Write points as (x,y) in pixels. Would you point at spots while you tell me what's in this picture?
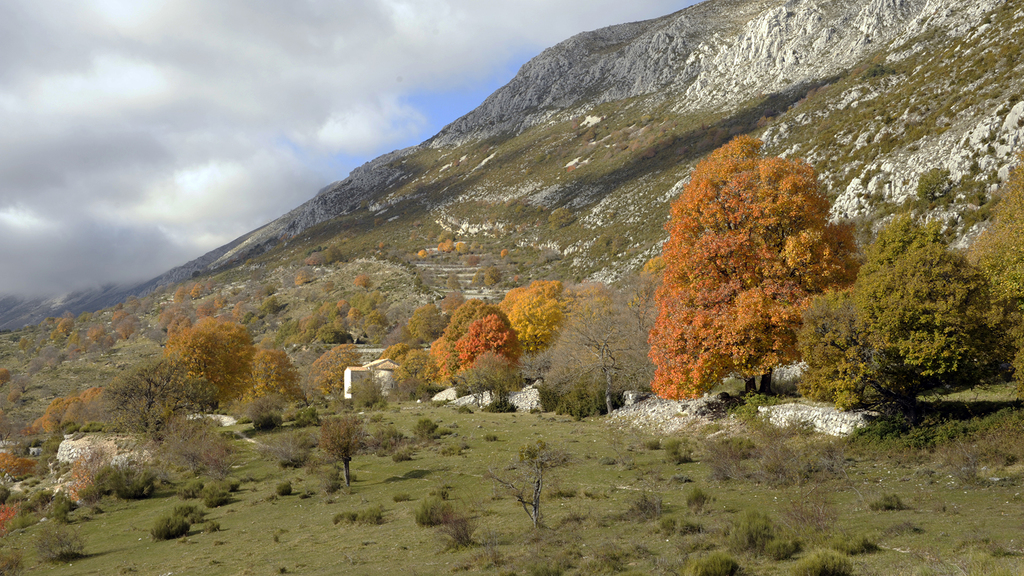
In this picture, it looks like a house (366,367). On the right side of the image (745,121) there are trees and a hill (303,273). At the top of the image (270,81) there is the sky (253,73).
